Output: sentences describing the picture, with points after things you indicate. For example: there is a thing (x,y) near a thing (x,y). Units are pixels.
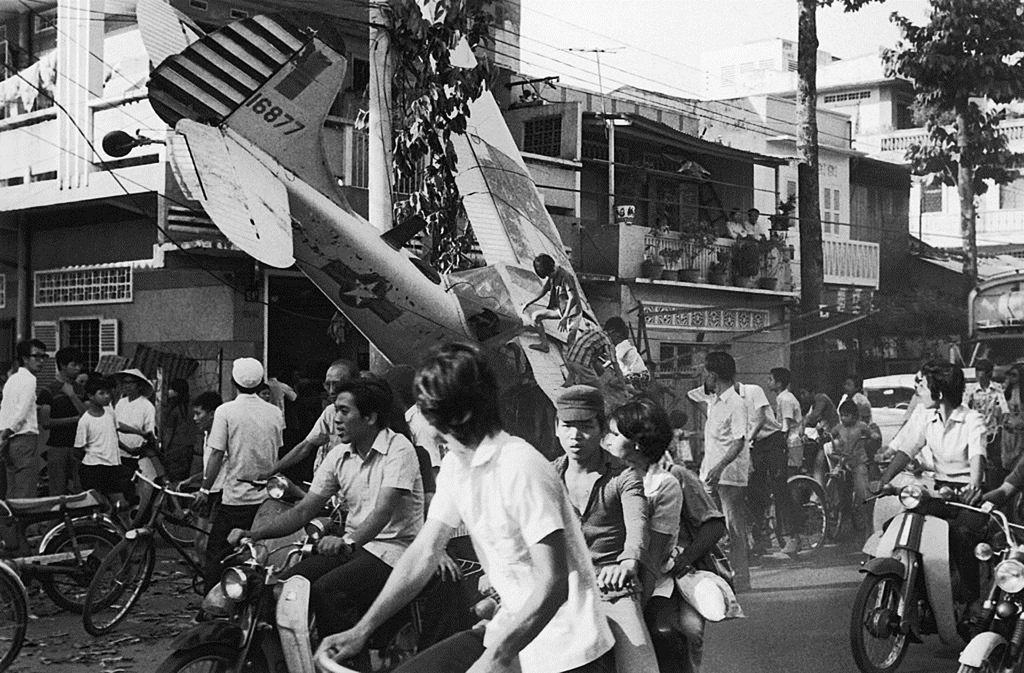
This is a black and white picture and it is a outdoor picture. At the top (659,30) we can see sky (667,25). These are buildings (772,69). Here we can see persons (518,538) riding vehicles (272,569) on the road (818,553).
